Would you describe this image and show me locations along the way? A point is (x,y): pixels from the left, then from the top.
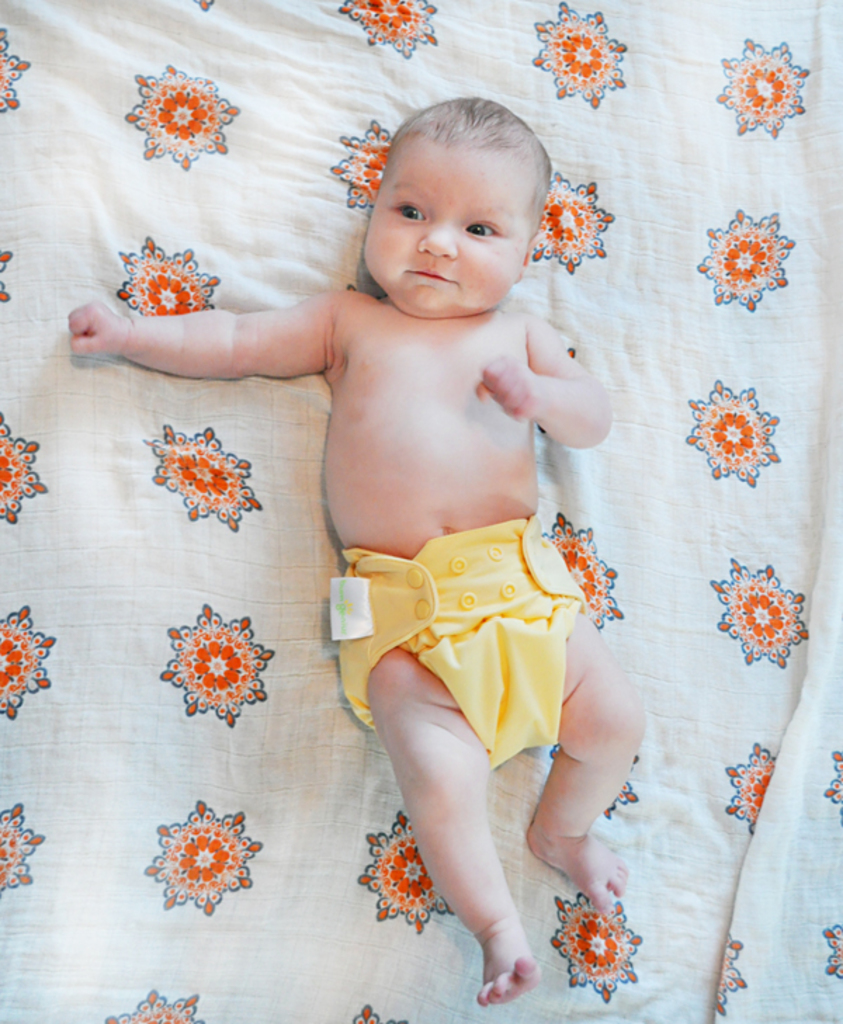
Here I can see a baby (583,815) is laying on the bed (141,492).
